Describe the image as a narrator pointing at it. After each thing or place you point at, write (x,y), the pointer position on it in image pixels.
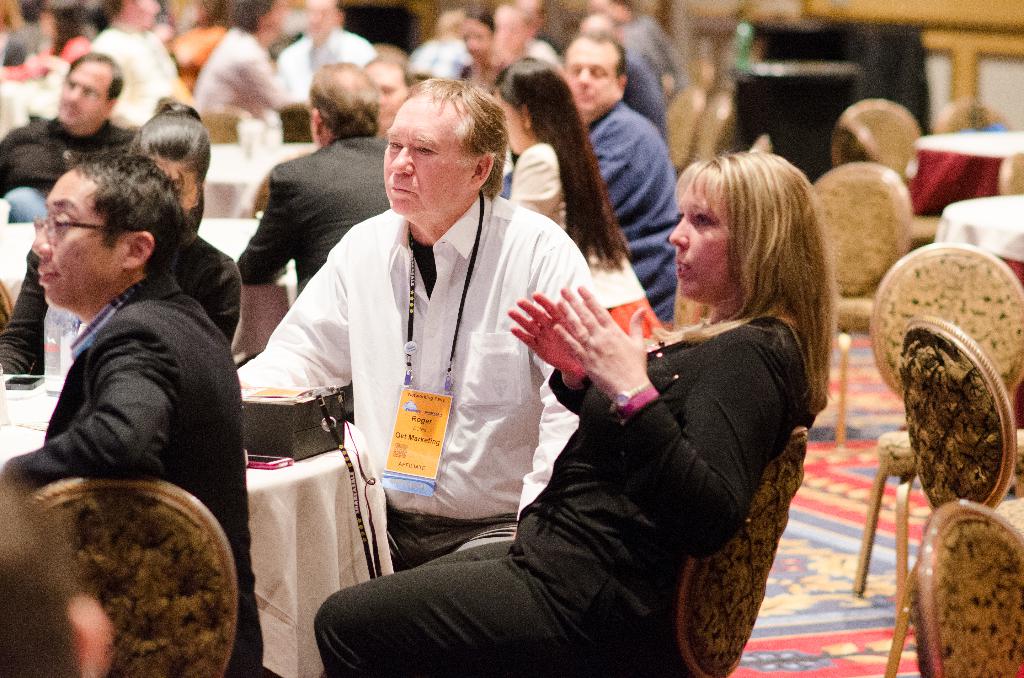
In this image I can see group of people (651,529) sitting. In front (780,385) the person (688,461) is wearing black color dress (662,510) and I can also see few objects (331,443) on the table (290,480).
